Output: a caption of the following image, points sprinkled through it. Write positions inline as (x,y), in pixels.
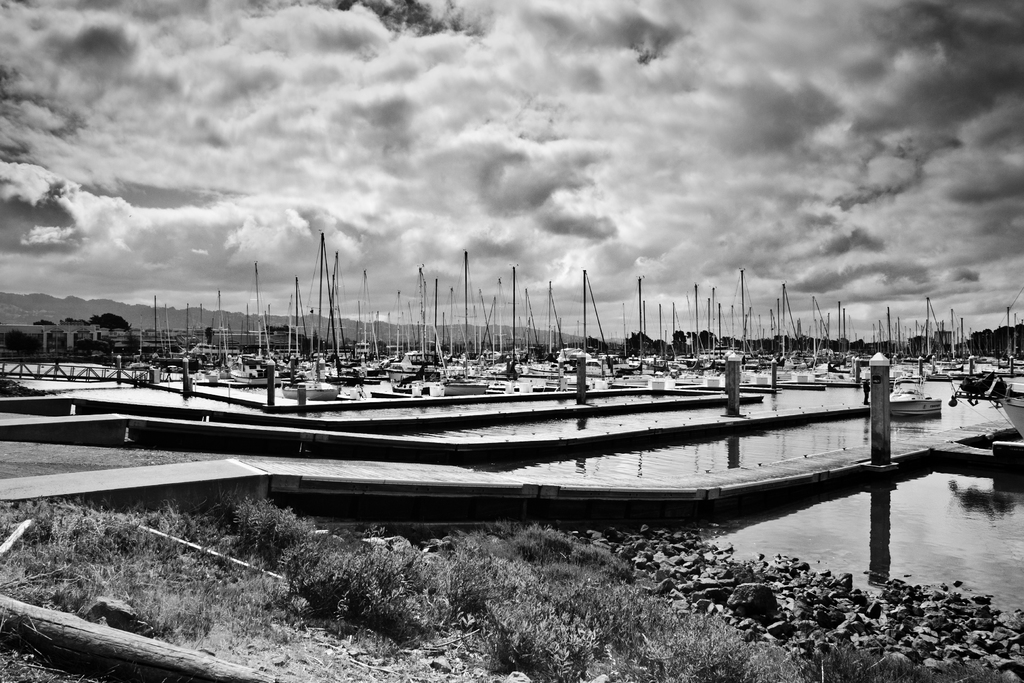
In this picture I can see many boats (975,381) on the water (817,447). On that boat (957,364) I can see many poles (929,336) and ropes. At the bottom (536,628) I can see the grass (523,642) and stones (744,607). In the background (79,321) I can see many trees (208,335), building (283,343), bridge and mountains (328,321). At the top (751,91) I can see the sky (531,59) and clouds (485,61).
